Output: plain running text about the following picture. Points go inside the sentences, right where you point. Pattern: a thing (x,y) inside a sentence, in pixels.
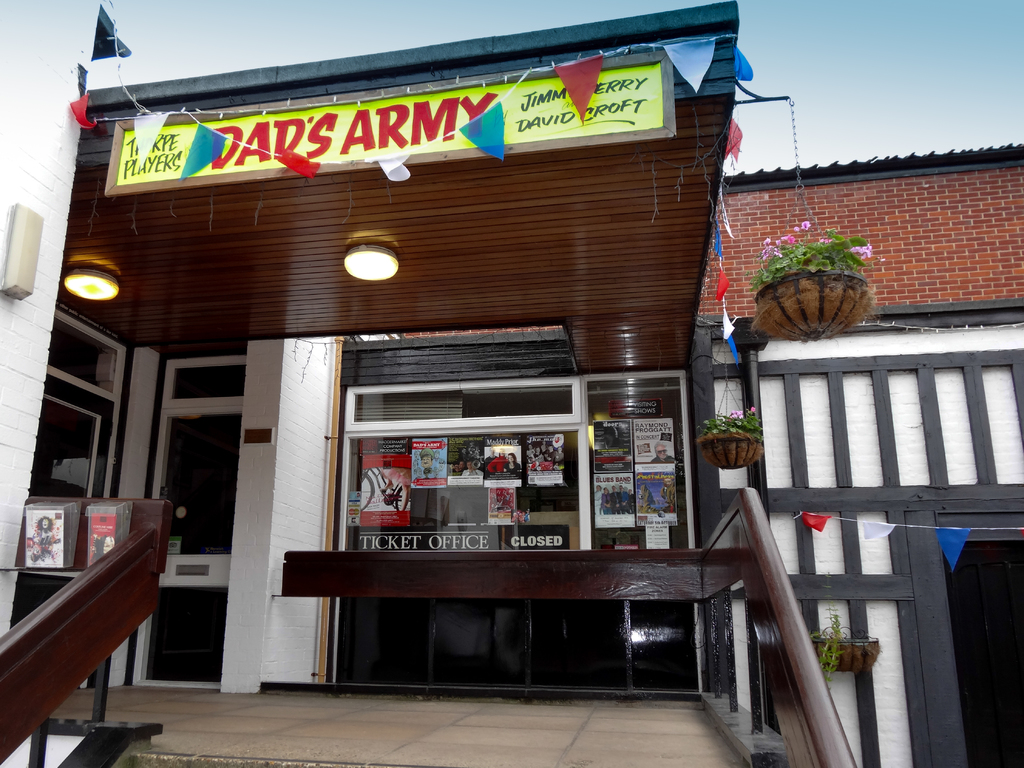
At the bottom of the picture (812,692), we see a railing (751,701). Behind that, we see a glass door (482,514) on which many posters (539,470) are pasted. Beside that, we see a white pillar (266,635). On the left side (145,515), we see a table (20,563) on which books (65,539) are placed. On top of the building (207,263), we see a green color board (434,112) with some text (369,130) written on it. We even see flags (147,142) in different colors. On the right side (758,358), we see a building (946,465) in white color and flower pots (793,331). Behind that, we see a building (912,237) which is made up of bricks (825,208). At the top of the picture (213,39), we see the sky (203,25).
